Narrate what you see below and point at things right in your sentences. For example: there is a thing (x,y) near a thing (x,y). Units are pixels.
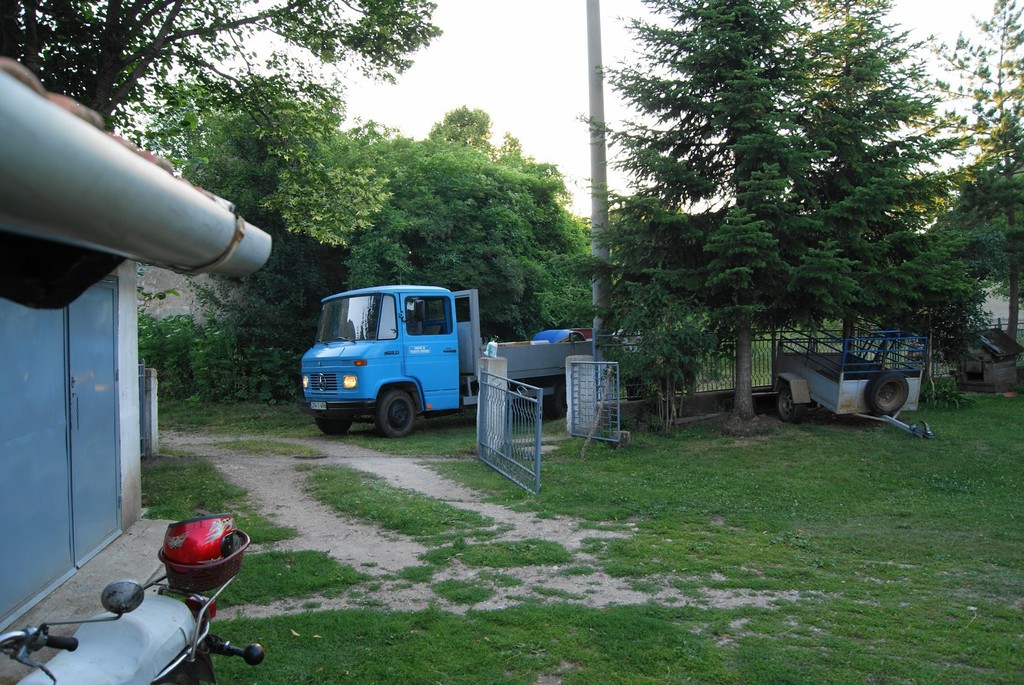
In the picture we can see a grass surface (684,487) on it, we can see a truck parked and beside to it, we can see a gate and a pole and a cart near the tree (844,136) and we can also see the house (10,108) with some doors (93,370) and a bike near it with a helmet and in the background (285,124) we can see some trees (340,103) and a sky (536,114).
